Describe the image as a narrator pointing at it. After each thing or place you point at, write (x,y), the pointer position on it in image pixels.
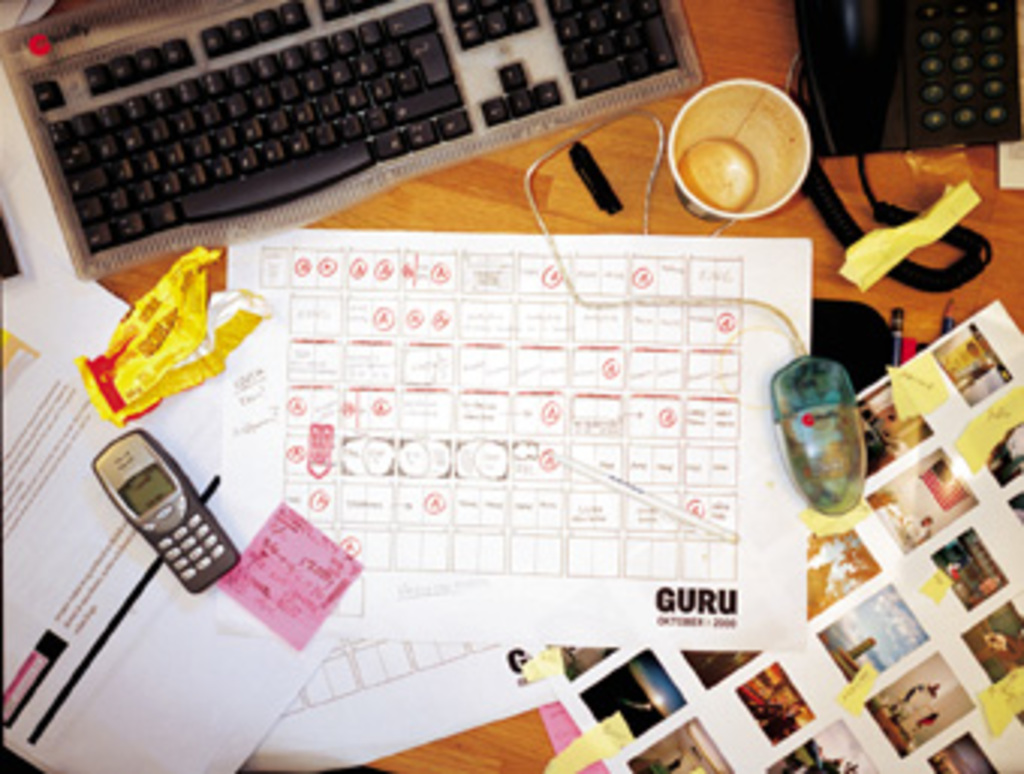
This picture shows papers (501,432), computer (518,15), telephone (840,15), cups (704,194) mobile phone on the table (951,149).
